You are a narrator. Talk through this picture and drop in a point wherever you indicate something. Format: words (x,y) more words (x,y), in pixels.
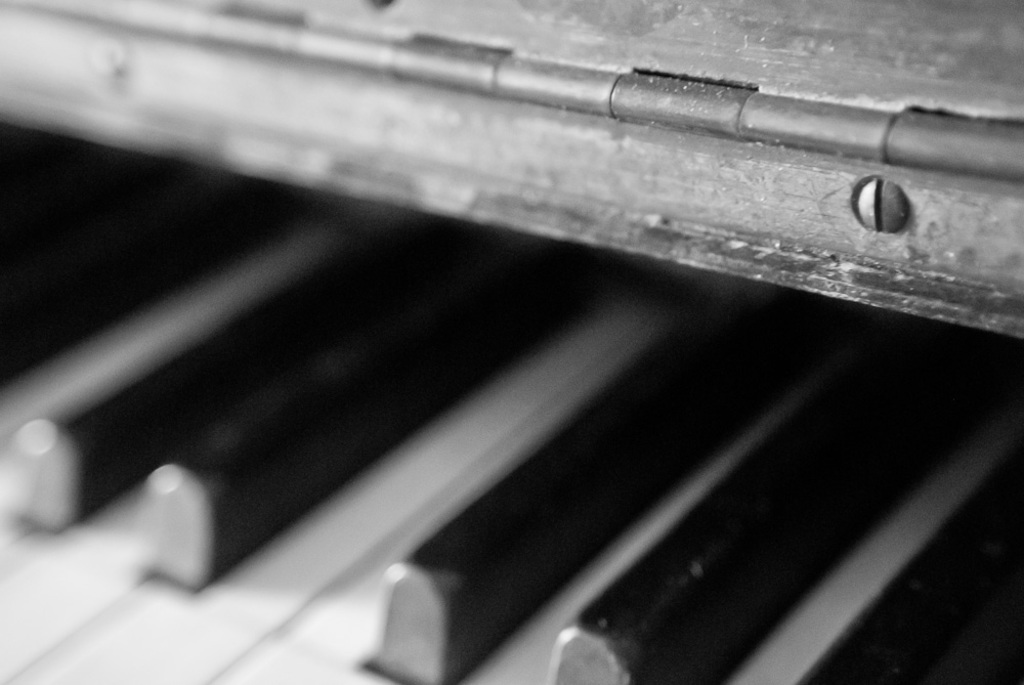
As we can see in the image there is a musical keyboard (174,438).
